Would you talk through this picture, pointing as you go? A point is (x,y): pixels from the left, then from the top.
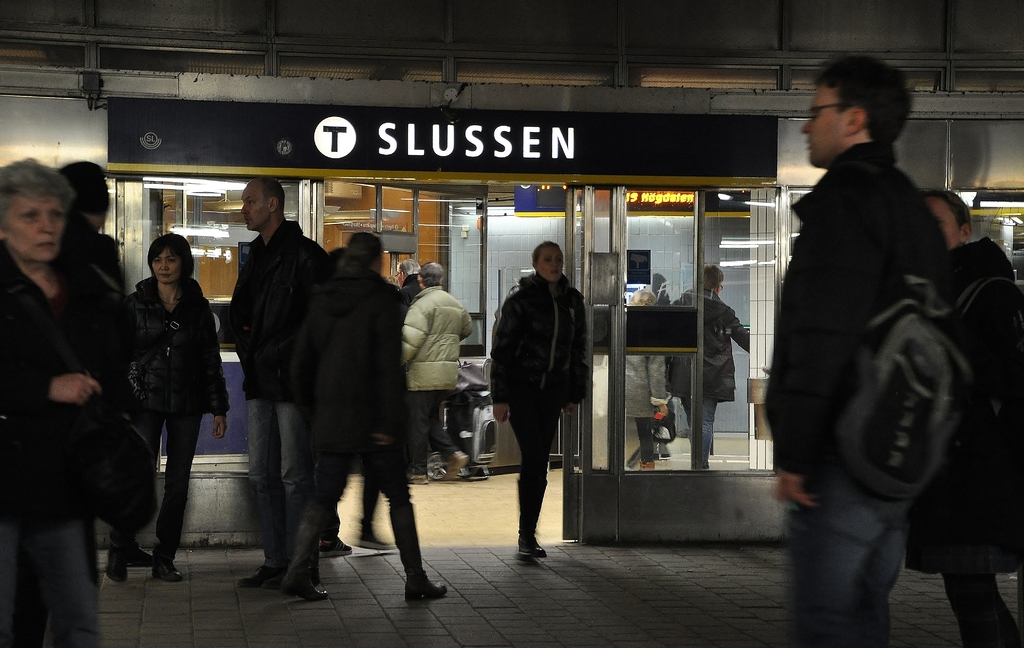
There are groups of people (186,383) standing. This looks like a metro station (231,344). I can see a name board (367,165), which is fixed to a wall (782,154). These are the glass doors (652,295).
